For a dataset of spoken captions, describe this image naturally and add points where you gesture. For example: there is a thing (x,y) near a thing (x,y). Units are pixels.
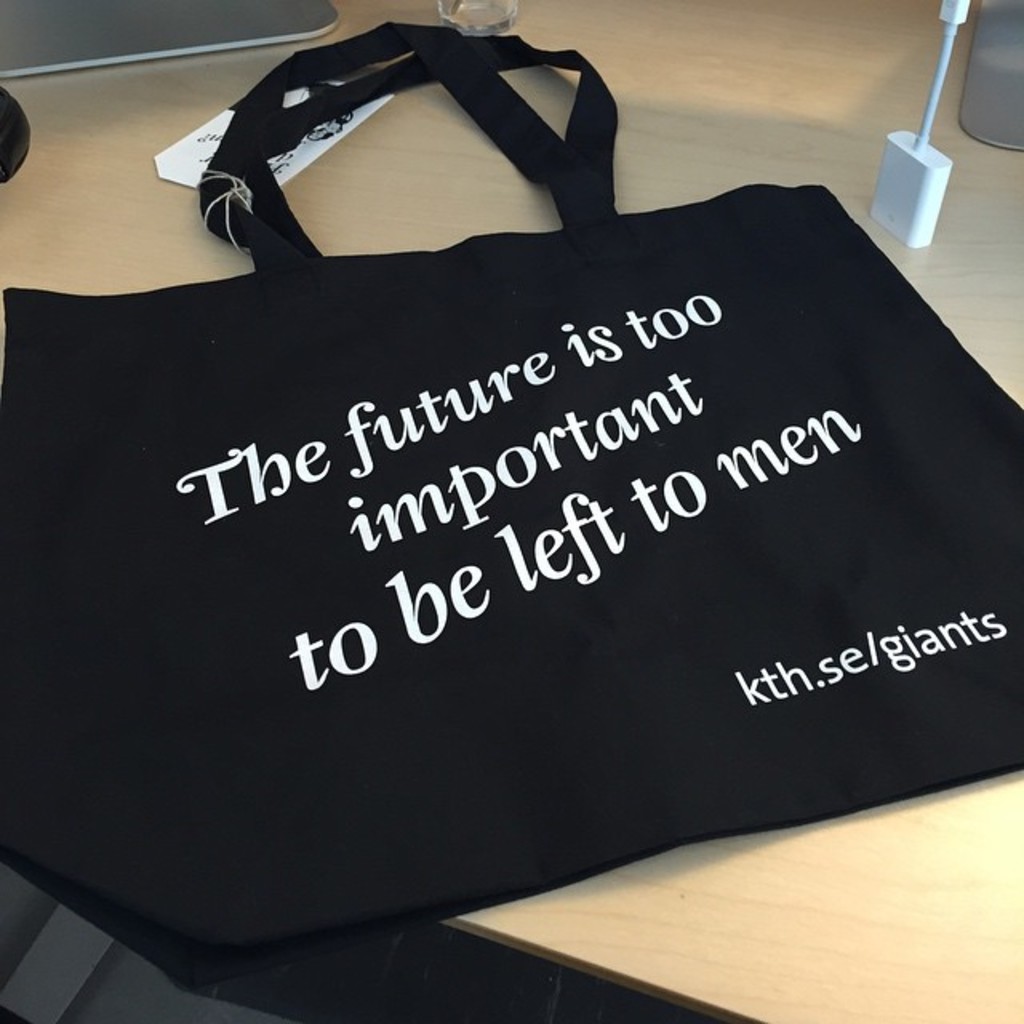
In this image i can see a table (819,882) on which there is a black bag (655,577), On which there is a writing (818,441) the future is too important to be left to men, I can see a charger (905,170) and a laptop (54,4) on the table (550,78).
